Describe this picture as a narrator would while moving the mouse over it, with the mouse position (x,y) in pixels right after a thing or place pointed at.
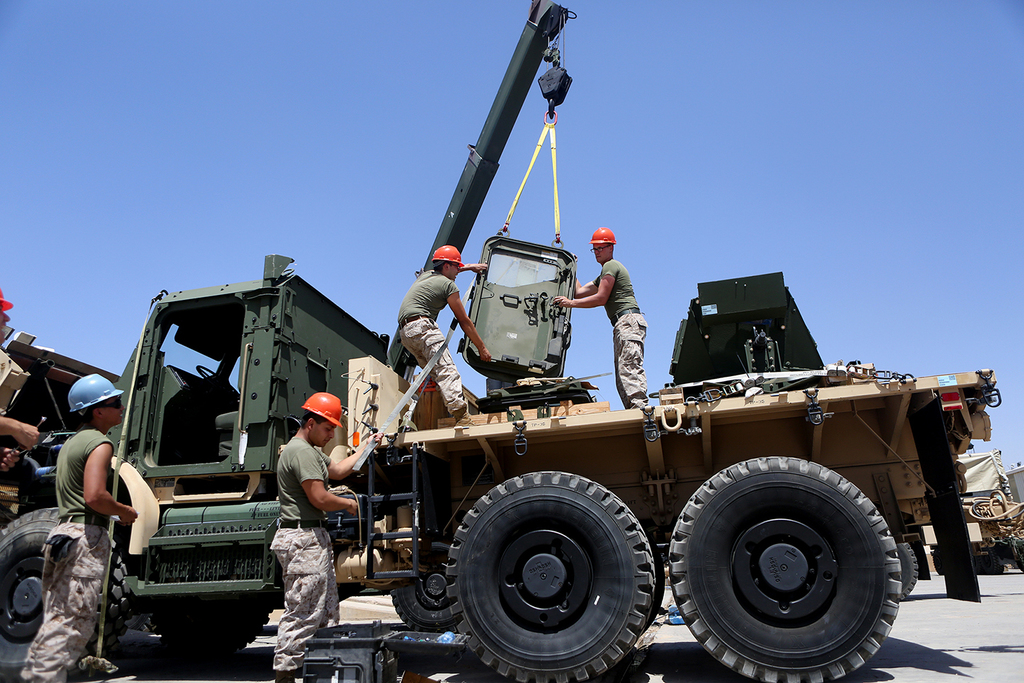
In this picture I can see a vehicle (505,522) on which I can see two men (428,292) are holding an object (515,318). Here I can see some other people (86,558) are standing and holding some objects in their hands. In the background (406,233) I can see the sky (390,245). On the right side (1009,512) I can see some other objects (1013,530).
